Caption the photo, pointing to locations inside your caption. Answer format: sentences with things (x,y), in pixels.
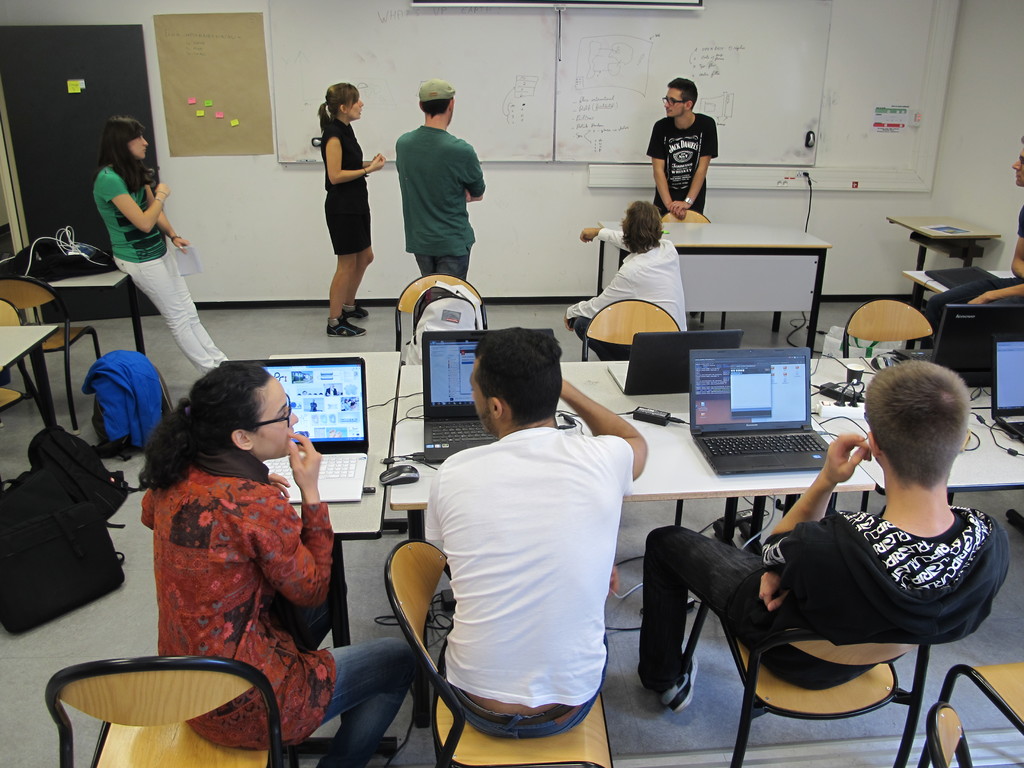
In the foreground of this image (625,549), there are three people (321,602) sitting on the chairs (768,698) in front of a table (697,489) on which there are laptops (691,380) and cables (839,398). We can also see chairs (801,698), bags (96,361), tables (31,351), wall (264,208), few boards (409,22) and people (451,234) standing on the floor (239,327).
